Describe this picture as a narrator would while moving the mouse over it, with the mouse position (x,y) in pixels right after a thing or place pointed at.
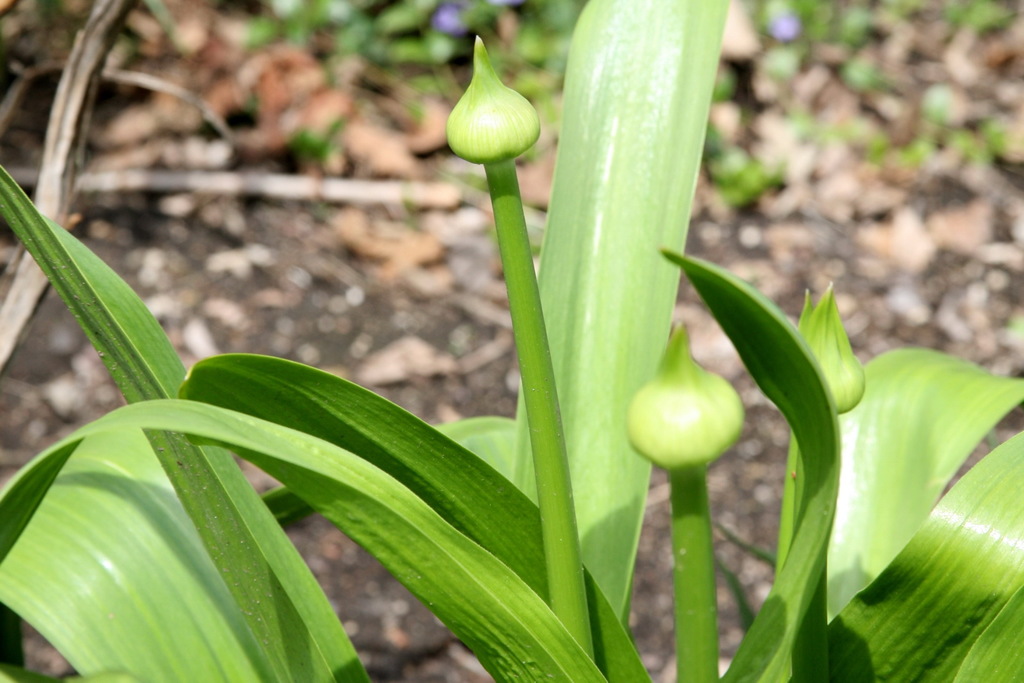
In the image there are green color leaves (611,537) with stems (678,637) and buds (481,71). Behind them there is a blur background (12,403).
